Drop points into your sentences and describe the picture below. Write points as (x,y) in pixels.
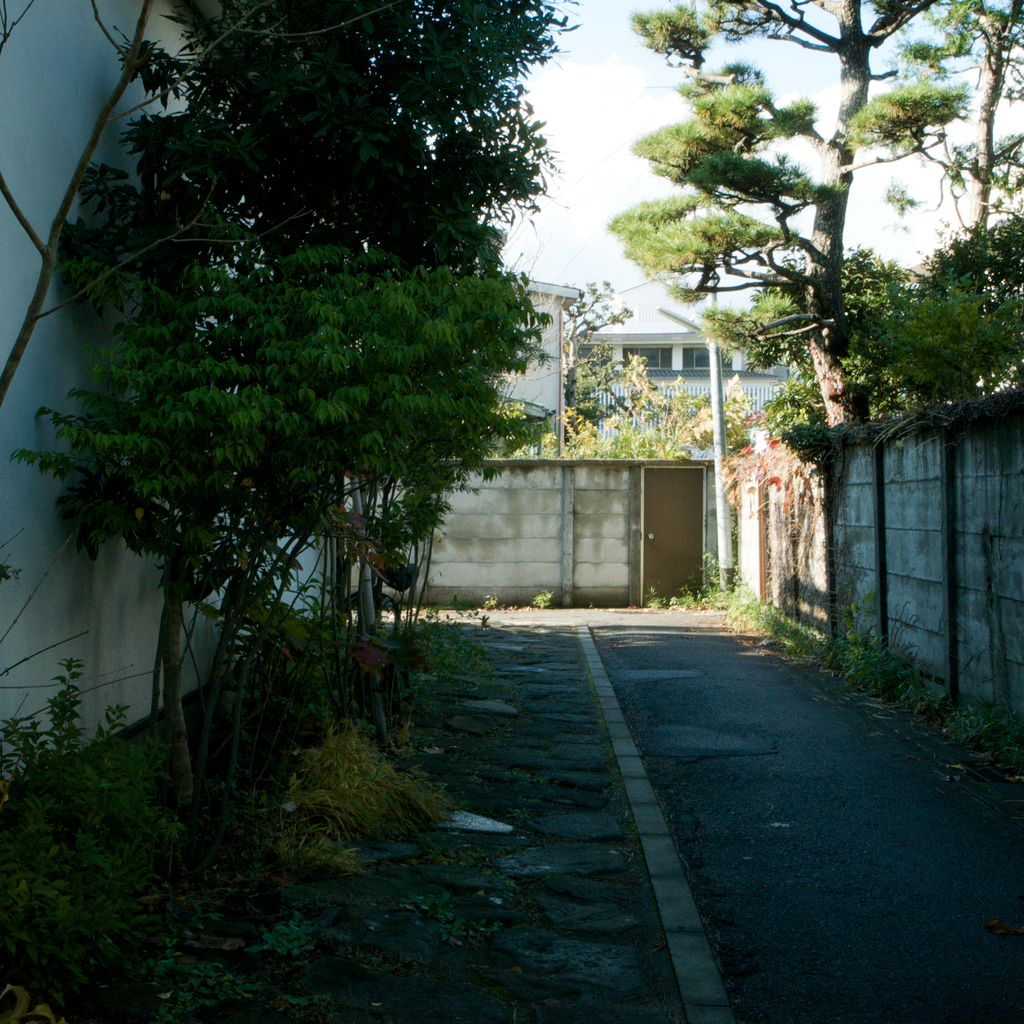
On the left side (259,571) there are trees (305,646), on the right side (875,632) there is a wall (944,439) and trees (866,344), in the middle (569,627) there is a path (615,704), in the background (627,447) there is a wall (659,461), trees (662,422), buildings (555,348) and the sky (582,157).
